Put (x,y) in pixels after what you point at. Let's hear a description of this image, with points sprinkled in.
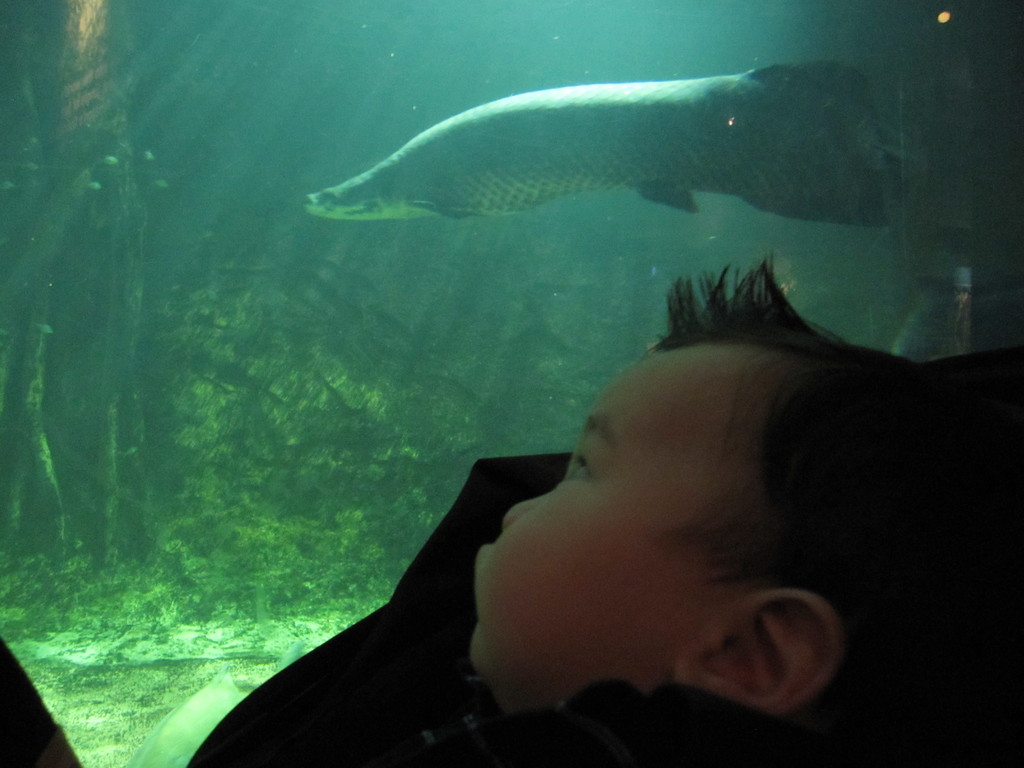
In this picture we can observe a baby (616,529). In the background (625,184) we can observe an aquarium (137,254) in which there is a fish (510,163) swimming. We can observe some plants (325,419) in the water (331,438).
